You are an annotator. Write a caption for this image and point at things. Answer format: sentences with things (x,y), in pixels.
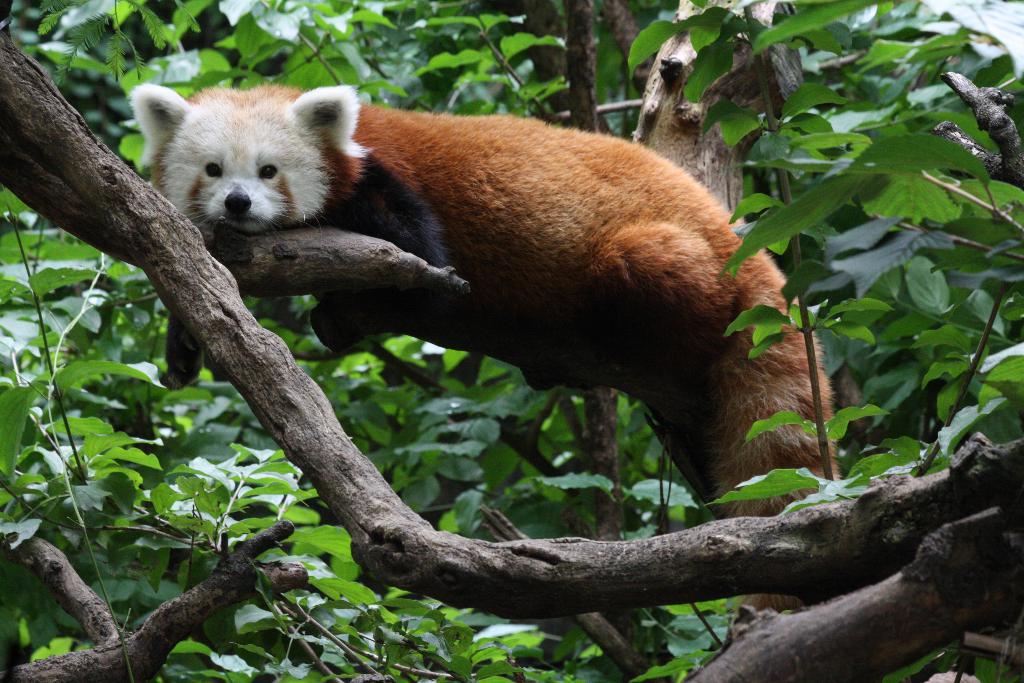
In this picture we can see an animal (467,156) on a branch (406,274) of a tree (394,283) and in the background (404,477) we can see trees (584,53).
